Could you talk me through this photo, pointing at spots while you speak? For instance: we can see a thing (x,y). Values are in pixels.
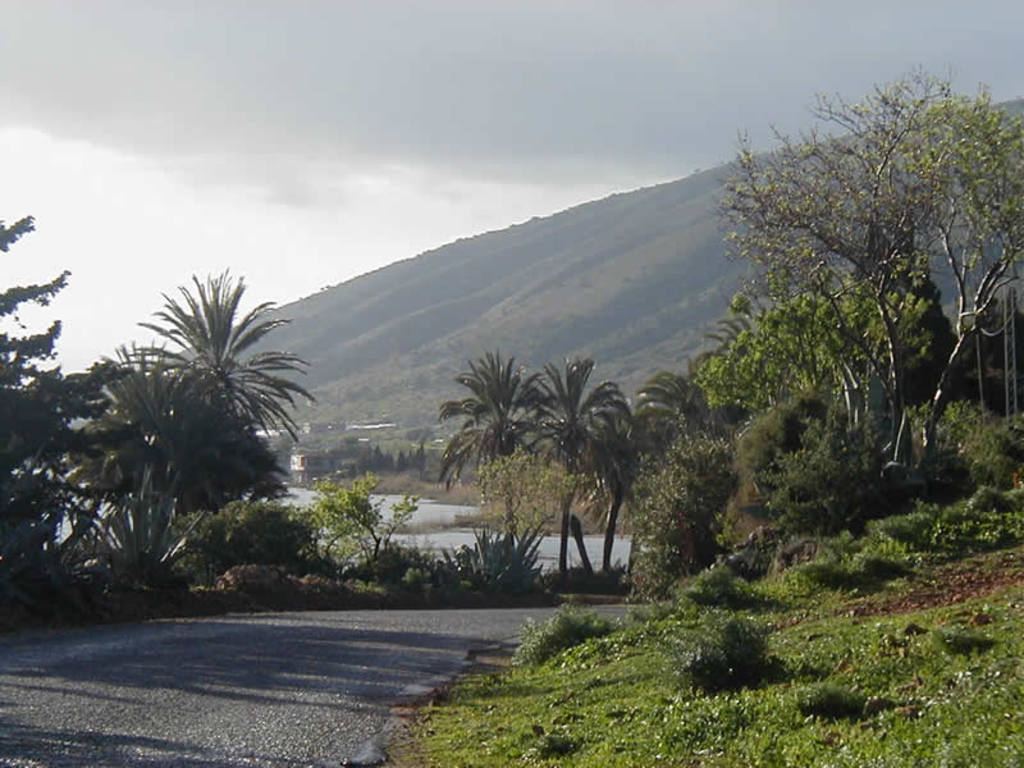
In this image we can see the mountains (429,319), one road (134,756), so many trees (16,423), plants (417,581), bushes (551,659), grass (524,690) and one building (295,465). At the top (252,155) there is the sky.
